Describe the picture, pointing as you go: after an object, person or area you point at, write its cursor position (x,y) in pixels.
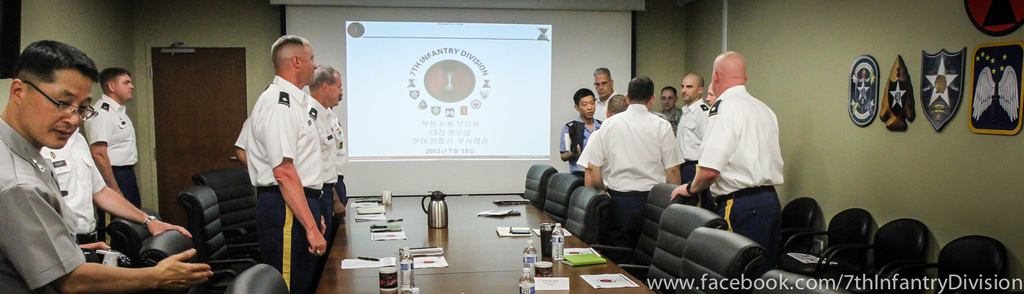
In this image, there is an inside view of a conference room (325,41). There are some persons (585,125) wearing clothes (309,132) and standing in front of the table (455,255). This table (502,243) contains bottles (410,276) and flask (434,210). There is a door (217,154) on the left side of the image (217,154). There is a screen (379,145) in the middle of the image (438,128). There are some chairs (232,204) in the bottom left (199,269) and in the bottom right of the image (807,221).
